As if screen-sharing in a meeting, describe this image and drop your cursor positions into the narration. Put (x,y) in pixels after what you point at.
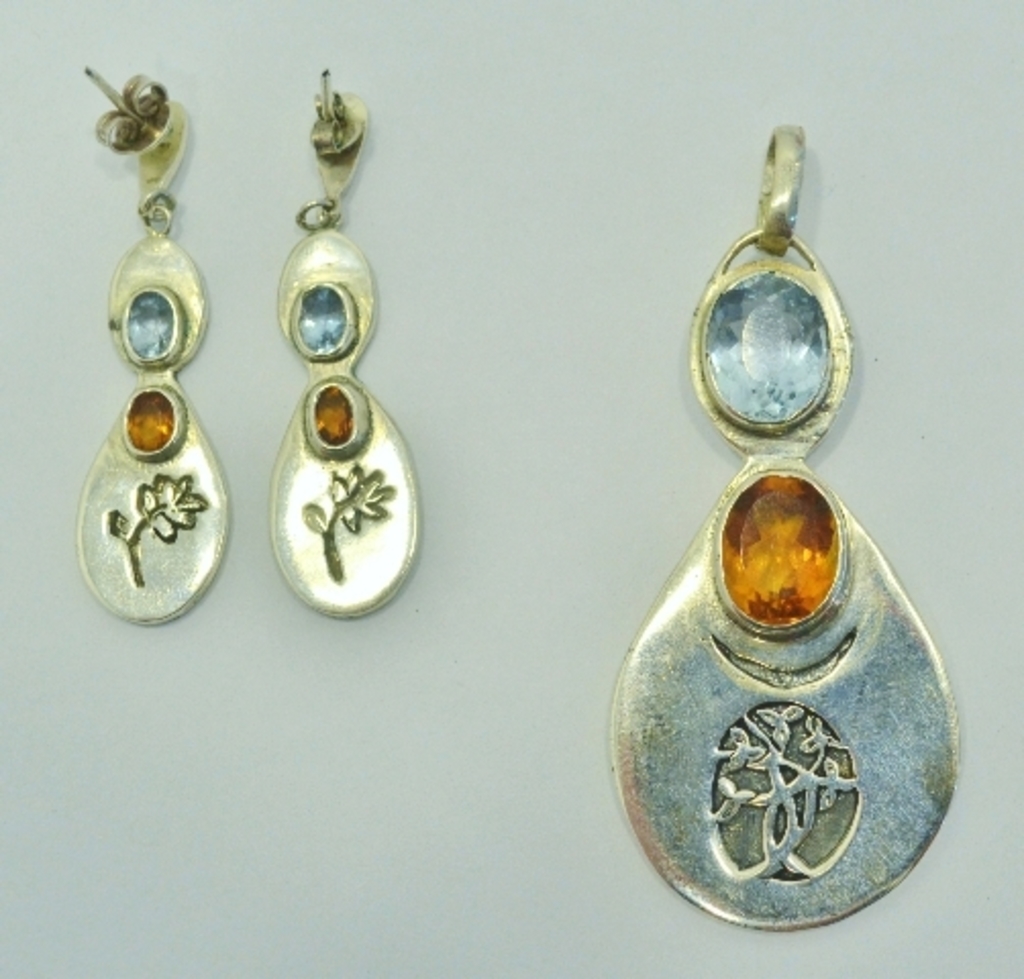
In the image there are earrings (187,330) lying on a surface (483,588).
